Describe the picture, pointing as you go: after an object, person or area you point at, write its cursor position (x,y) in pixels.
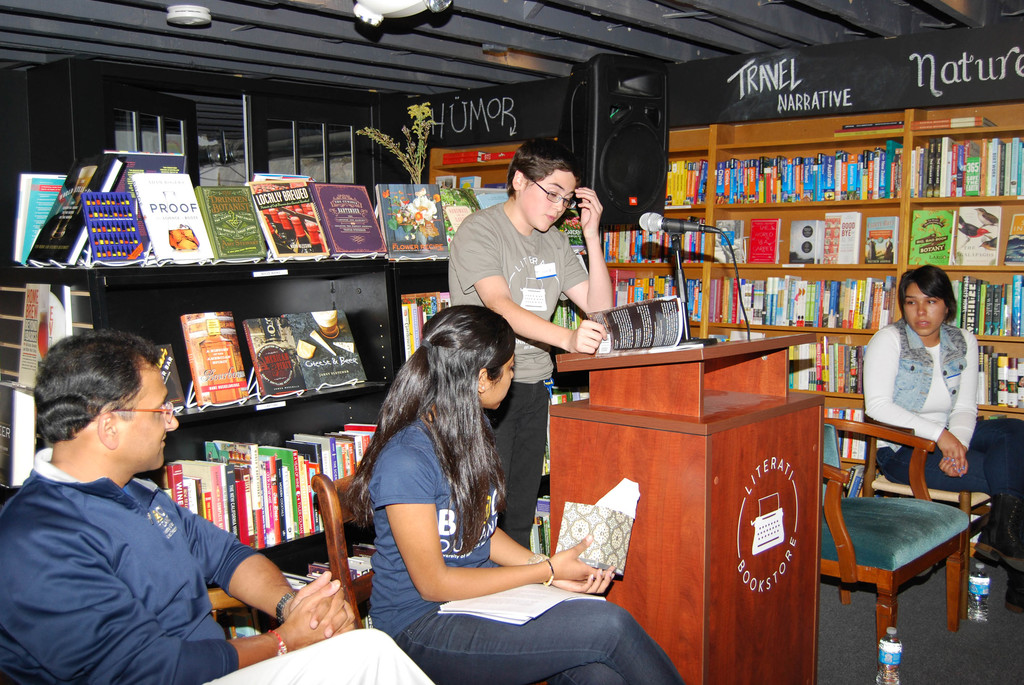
In this image I can see four people (388,556). Among them three people (471,498) are sitting on the chairs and one person (545,293) is standing in front of the podium (653,390). At the back (326,211) I can see many books (316,239) inside the rack (824,217) and there also a sound box (646,159).
